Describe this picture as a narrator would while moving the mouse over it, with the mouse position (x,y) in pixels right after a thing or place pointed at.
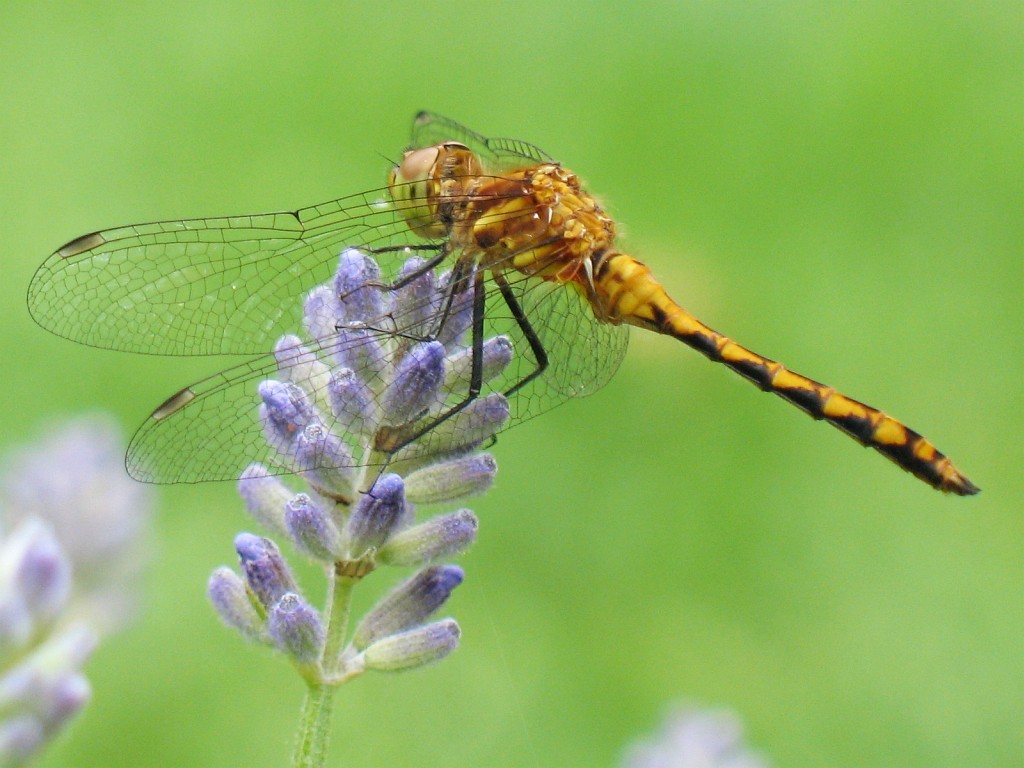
In this image I see flowers (375,489) which are of white and purple in color and I see an insect (494,297) over here which is of brown and black in color and I see that it is totally green in the background (765,295).
